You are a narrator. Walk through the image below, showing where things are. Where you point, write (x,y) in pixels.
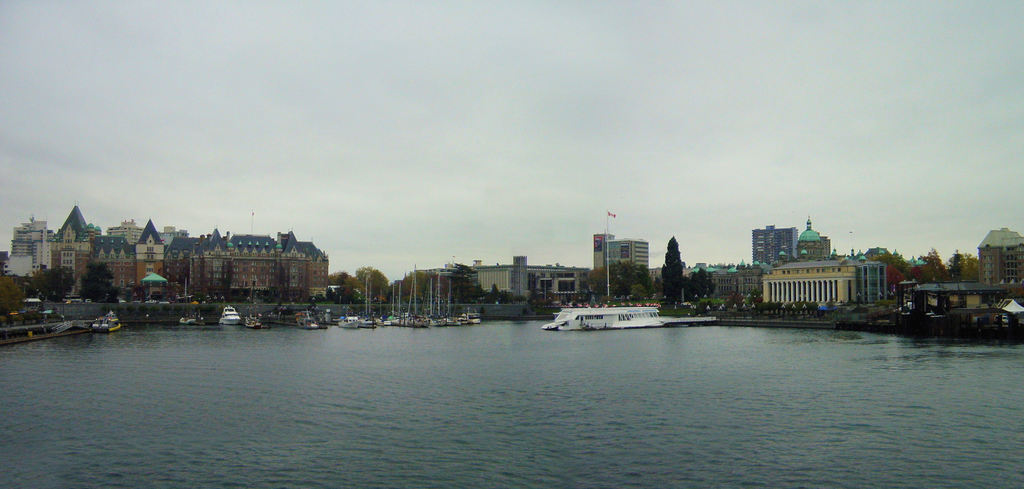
In this image in the middle (645,323), there are boats (401,318), poles (439,296), buildings (552,283), trees (97,287), flag (612,213), tents (1006,308), sky (581,237) and clouds (325,189). At the bottom (483,384) there are waves (643,443) and water (709,458).
